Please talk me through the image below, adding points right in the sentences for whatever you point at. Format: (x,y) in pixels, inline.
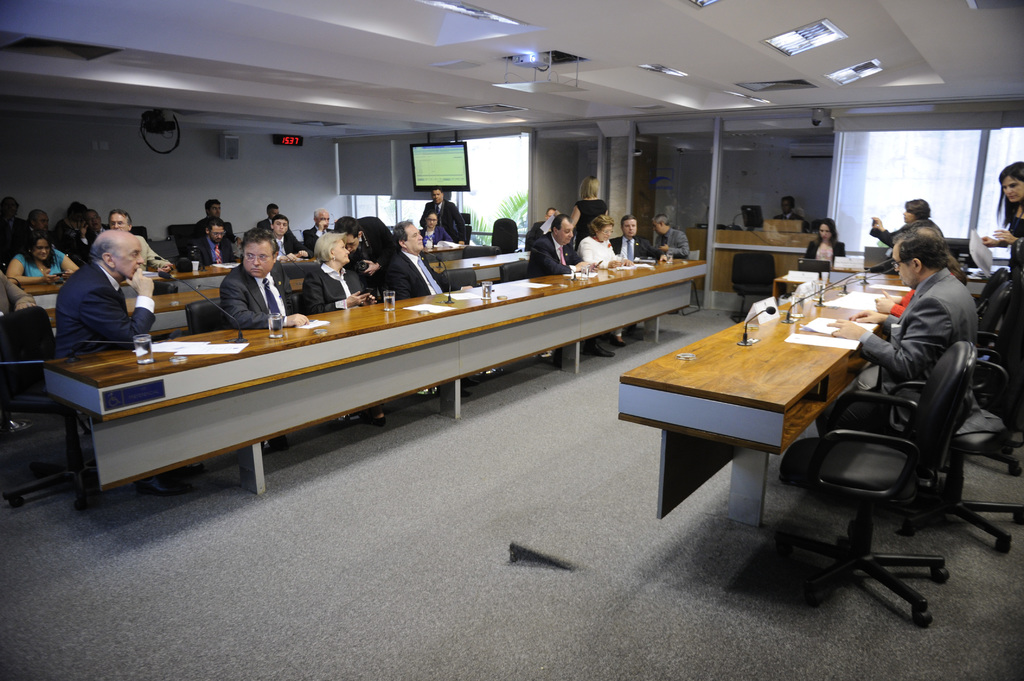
This picture describes about group of people (389,250) some people (353,271) seated on the chairs (925,410) and some are standing, in front of them we can find papers (816,342) and microphones (745,337) on the table (755,362), and also we can find monitor (426,162) and couple of trees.
